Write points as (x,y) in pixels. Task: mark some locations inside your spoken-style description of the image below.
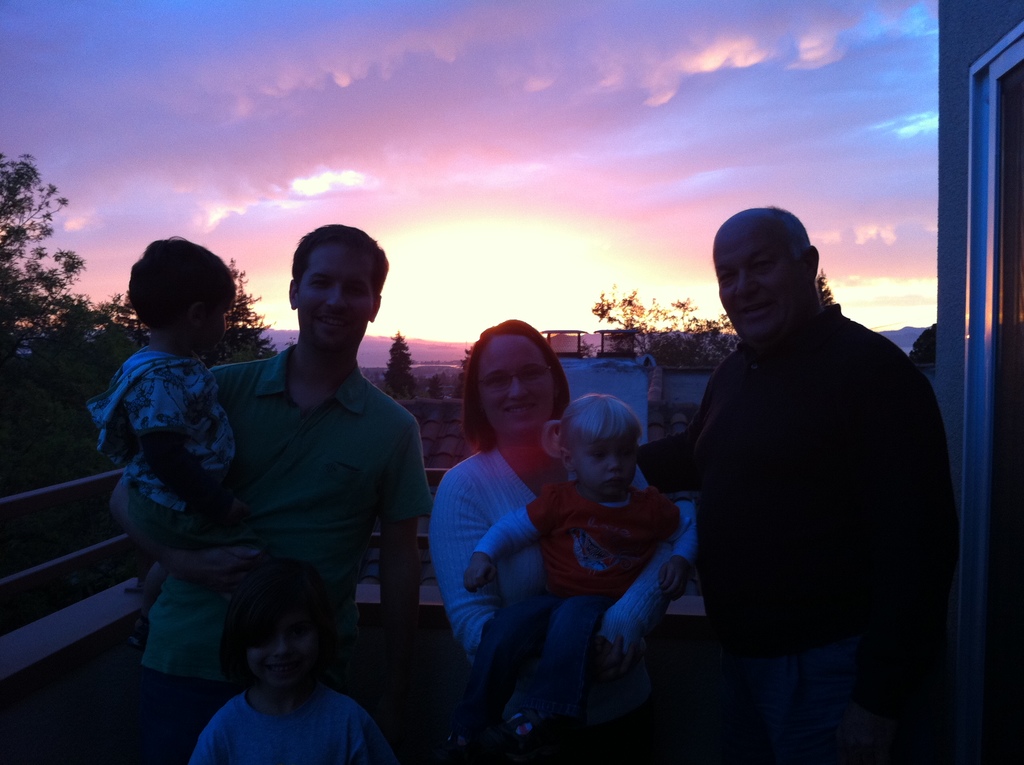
In this image in the foreground (601,502) there are some people (857,484) and there are children (95,407) standing, and on the right side of the image (972,240) there is a door (993,397). And on the left side of the image (17,639) there is a railing (30,575), and in the background (718,331) there are some trees (677,362), mountains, plants (454,385) and there is some object (632,357). At the top (385,176) there is sky (355,190).
